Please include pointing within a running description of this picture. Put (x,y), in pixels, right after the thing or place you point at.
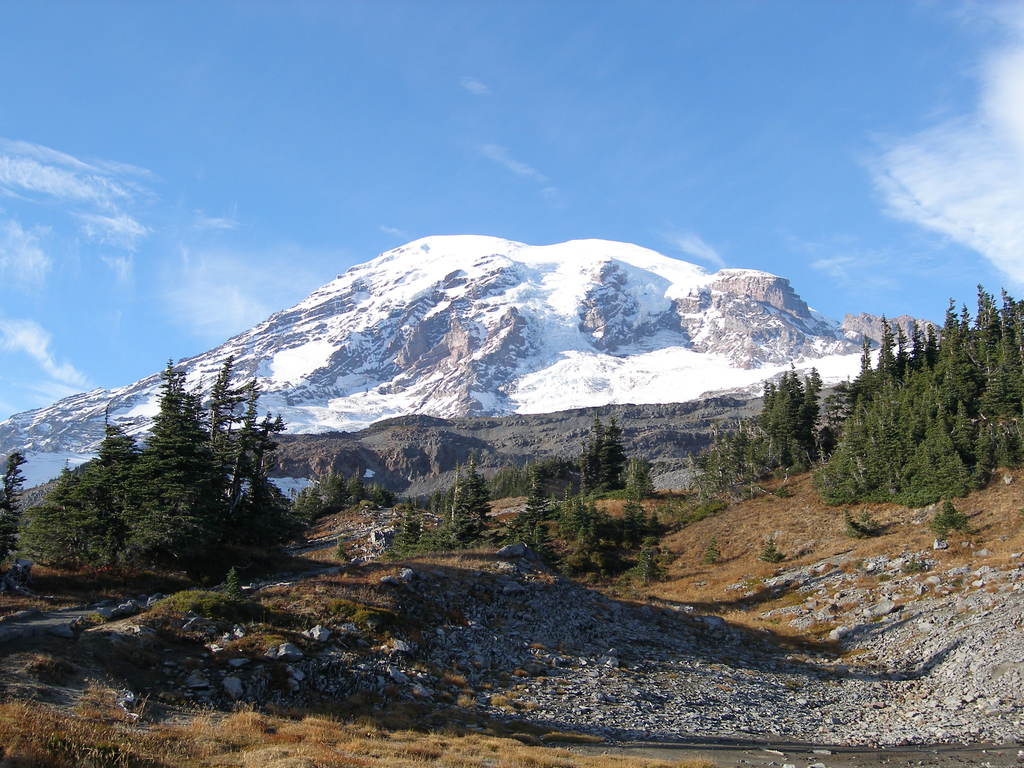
In the center of the image (482,489) there are trees (541,479). In the background (316,391) there are hills (521,327) and sky (551,217).
